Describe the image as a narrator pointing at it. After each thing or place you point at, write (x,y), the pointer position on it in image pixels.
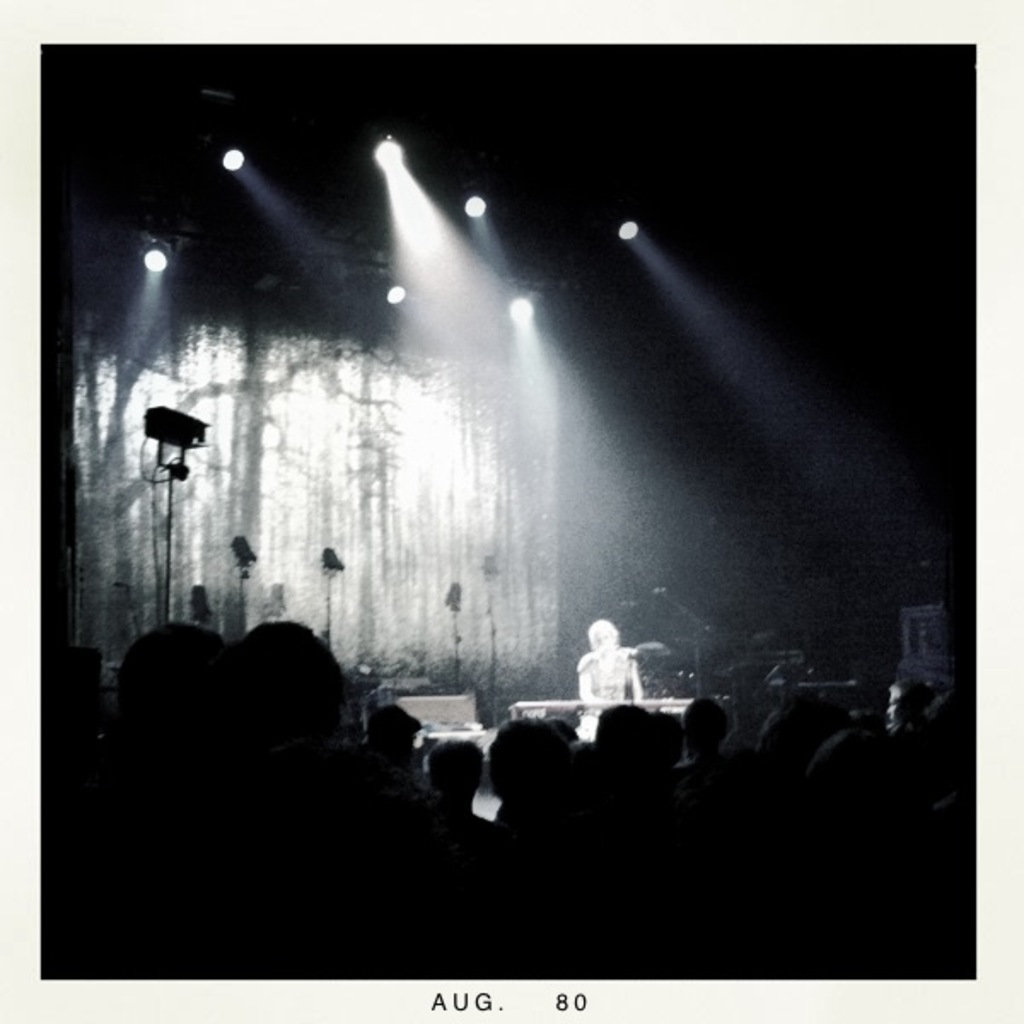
This image is taken in a concert. At the bottom of the image (418,788) there are a few people (723,818). At the top of the image (511,322) there are a few lights (401,294). In the background (446,492) there is a screen (287,527). In the middle of the image (602,650) a person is sitting and playing music on the keyboard (543,702).
